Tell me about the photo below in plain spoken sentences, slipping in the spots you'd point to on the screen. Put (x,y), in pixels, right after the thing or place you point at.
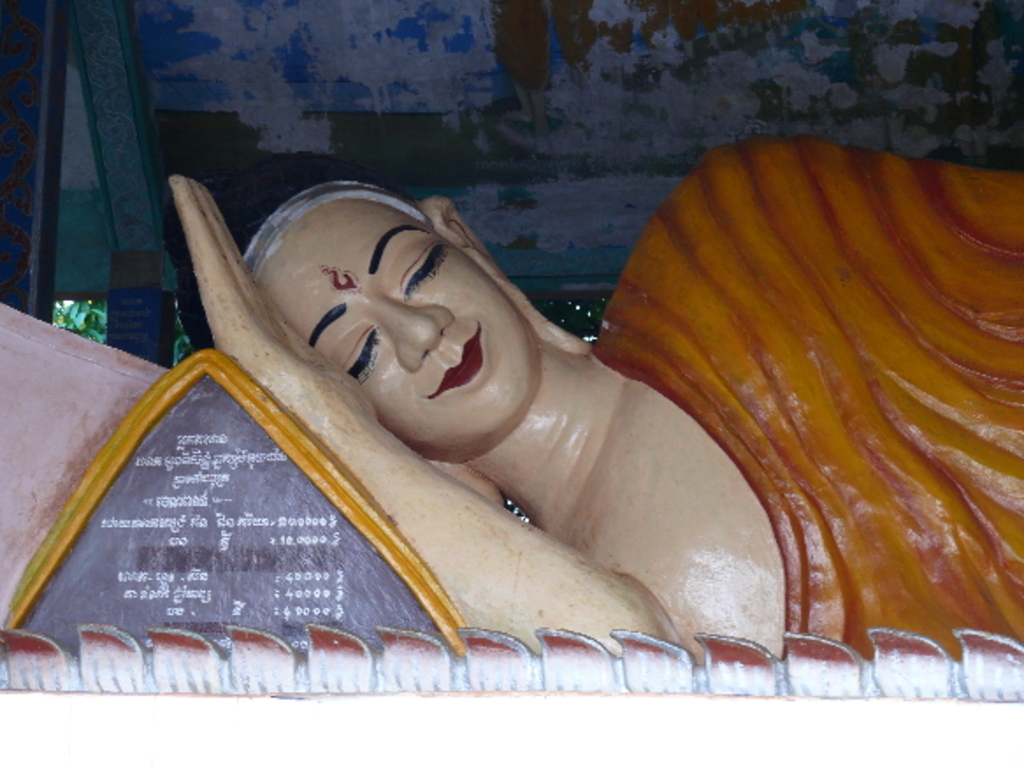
In this picture there is a statue (549,417) and there is text (221,480). At the back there are plants (89,324). At the top (360,86) there is a metal roof (450,30).
